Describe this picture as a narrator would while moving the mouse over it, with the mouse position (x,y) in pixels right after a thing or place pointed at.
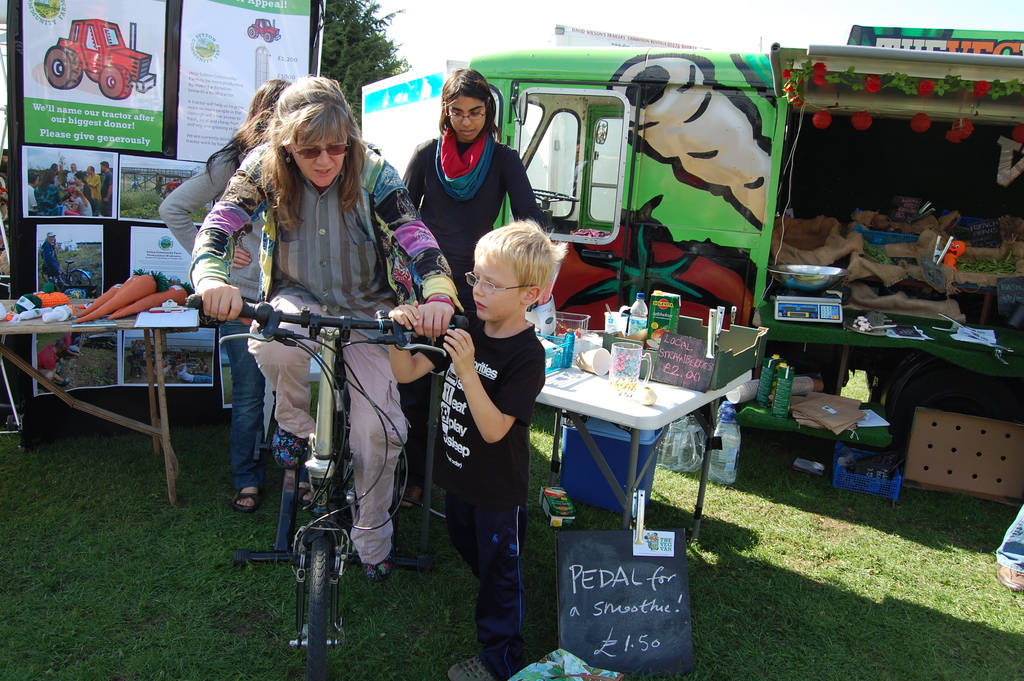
Old woman (277,450) is riding a cycle (336,407) beside a boy (552,250) standing by holding it he wears black color t-shirt (504,397) and behind them there are banners (142,66) and other things (886,342).
